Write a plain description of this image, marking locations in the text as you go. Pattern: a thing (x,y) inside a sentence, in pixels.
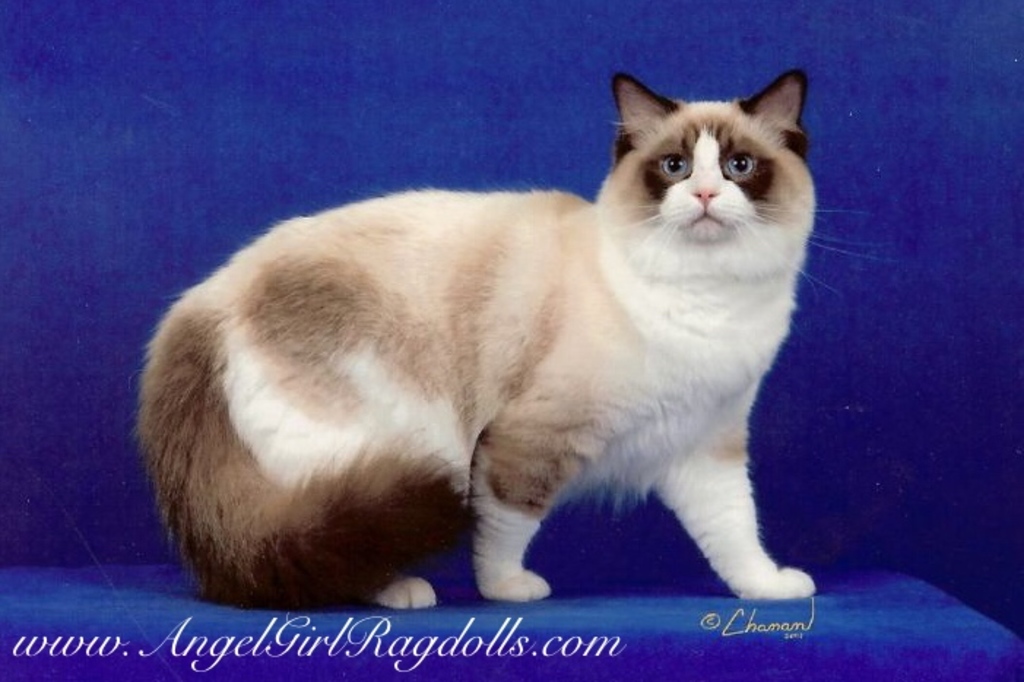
In the given image i can see a cat (623,334) with some text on it and in the background (407,123) i can see the blue.
